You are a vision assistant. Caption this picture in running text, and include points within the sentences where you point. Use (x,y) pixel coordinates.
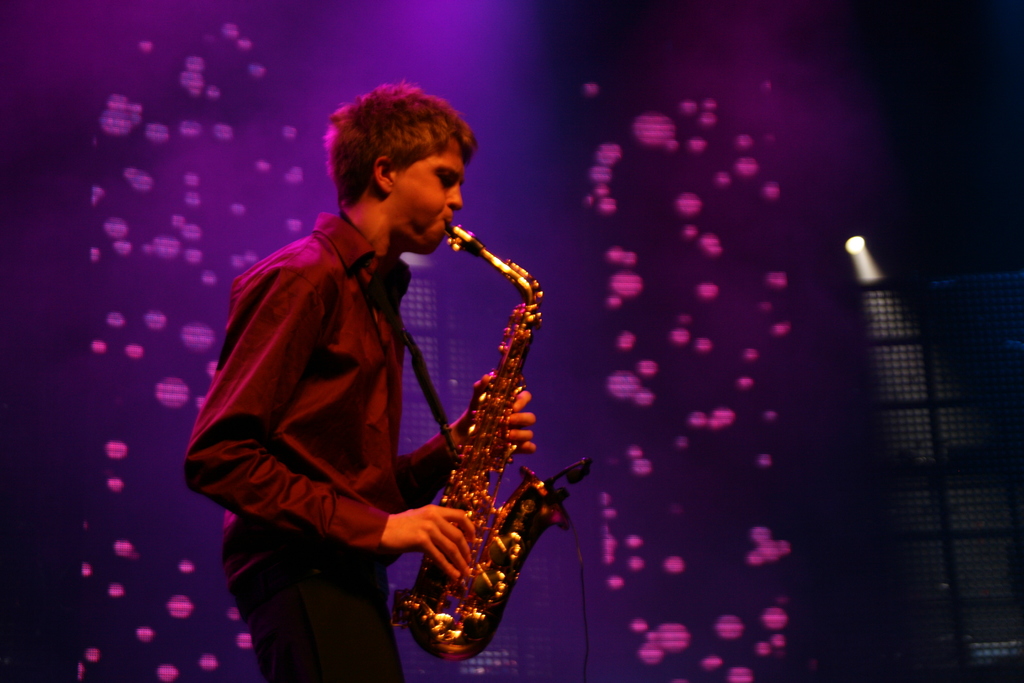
In the image there is a man (334,458) standing and holding the musical instrument (470,467) in the hand (457,572) and he is playing it. Behind him there are violet color lights (652,631). On the right side of the image (917,369) there is a fencing (945,483) and also there is a white light (867,272).
